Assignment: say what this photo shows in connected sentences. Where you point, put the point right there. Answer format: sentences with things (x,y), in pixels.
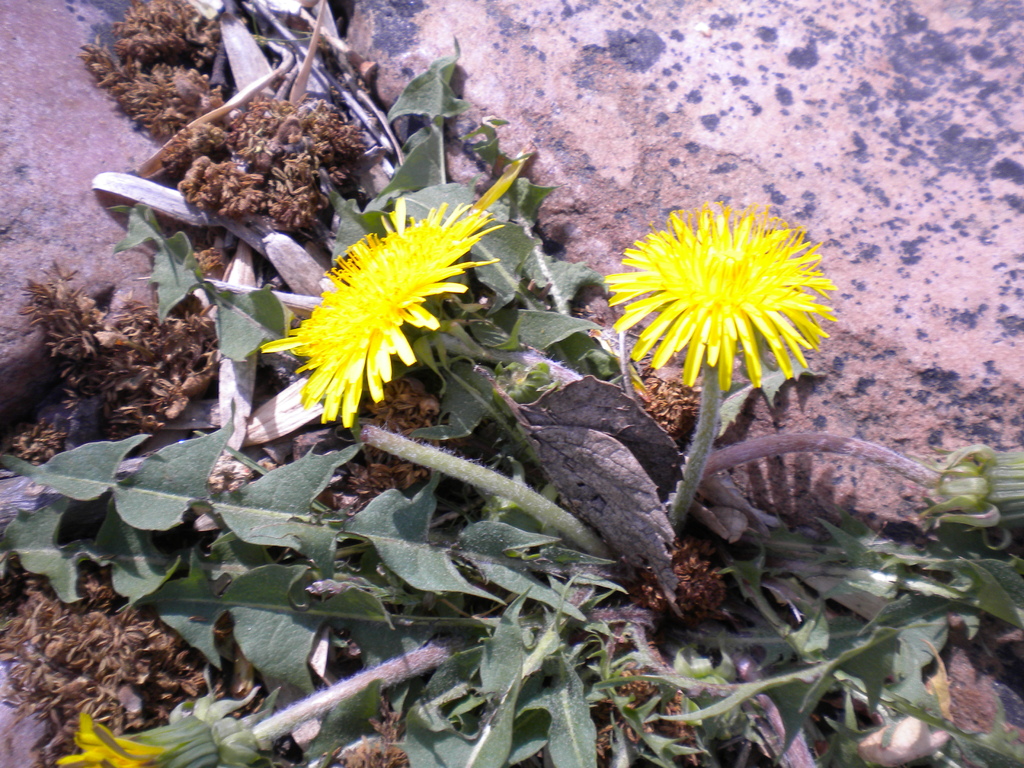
This image is taken outdoors. In the background (549,101) there are two rocks (726,171). In the middle of the image (541,370) there is a plant (288,565) with stems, green leaves (554,616) and flowers (423,276) which are yellow in color and there are a few dried flowers (104,690).
